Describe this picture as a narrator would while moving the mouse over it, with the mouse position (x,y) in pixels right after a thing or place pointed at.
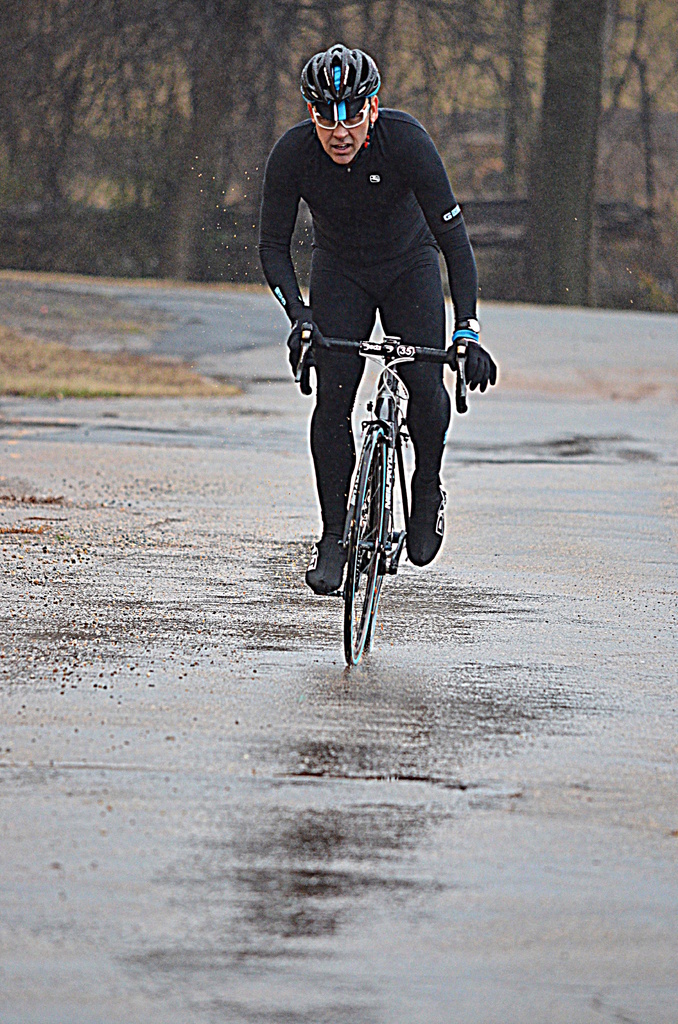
A man (324,465) is riding bicycle (394,343) on the road (304,410).
